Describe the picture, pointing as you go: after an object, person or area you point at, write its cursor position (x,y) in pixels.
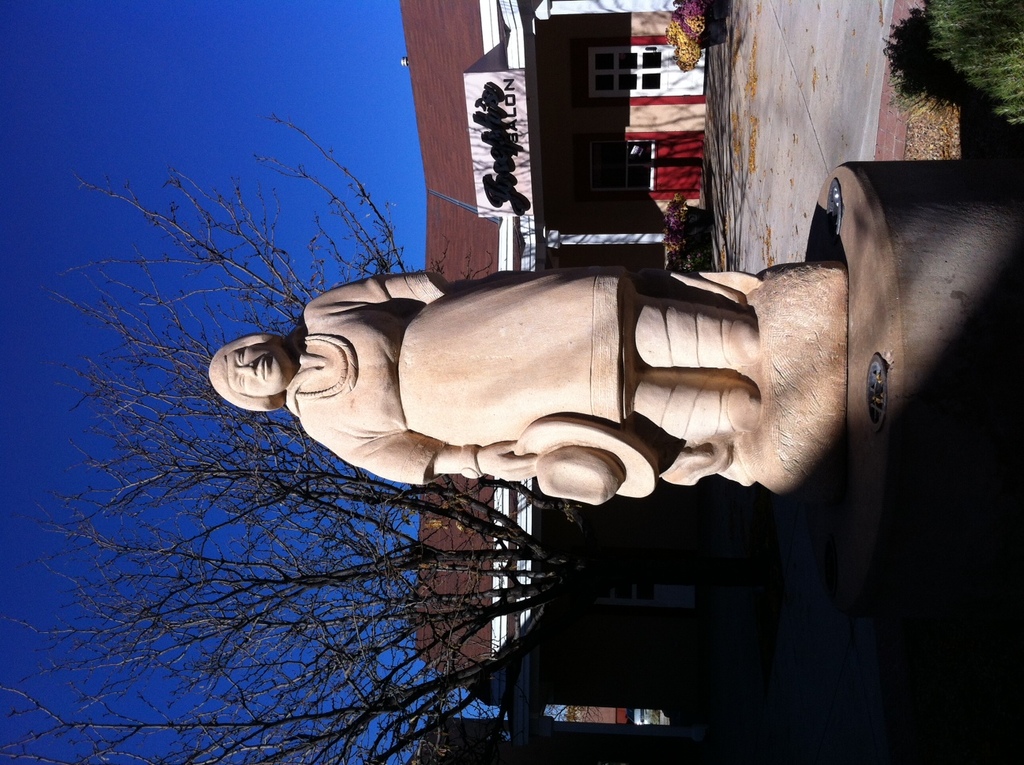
In this picture I can observe statue (457,354) in the middle of the picture (525,364). Behind the statue (264,342) I can observe a tree (518,652). In the background (552,111) I can observe building (550,160) and sky (182,126).
